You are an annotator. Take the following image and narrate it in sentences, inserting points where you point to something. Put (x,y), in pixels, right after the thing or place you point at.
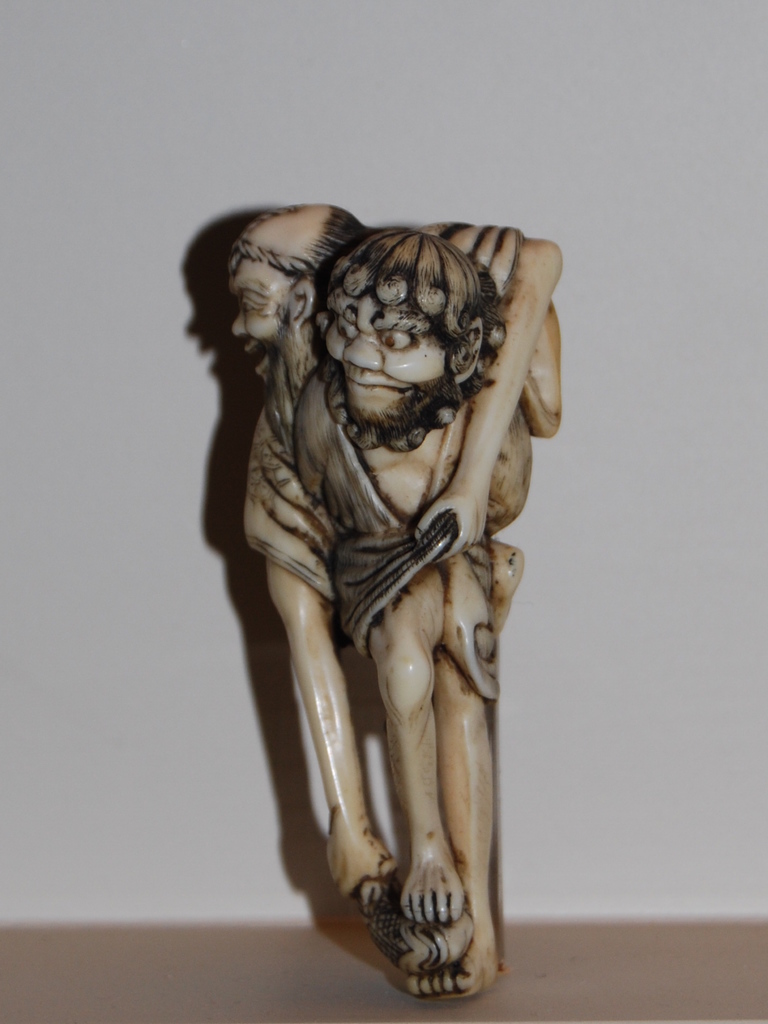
This image consists of a small toy (407,407). It is made up of a stone (367,882). It is in white color.
